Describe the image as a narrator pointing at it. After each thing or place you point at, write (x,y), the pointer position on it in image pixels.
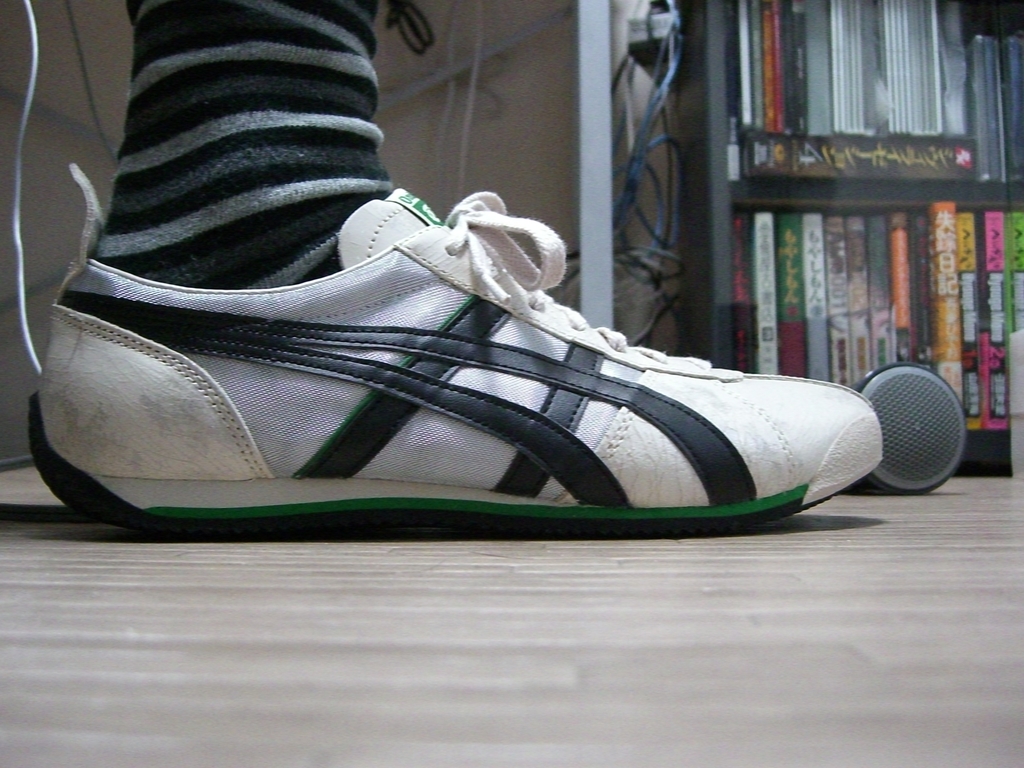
In this image I can see a person (324,365) shoes (285,413) visible on the floor (285,617), in the top right (924,65) I can see books (835,78) kept in the rack (792,102).
